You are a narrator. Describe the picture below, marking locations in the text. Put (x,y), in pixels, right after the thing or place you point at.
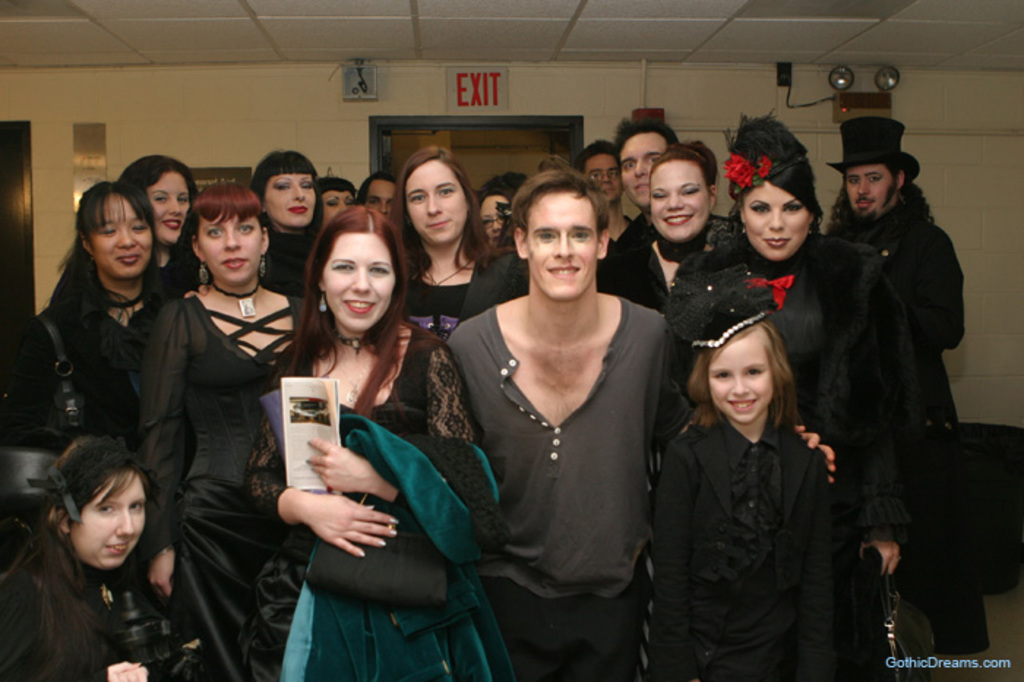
In this picture I can see group of people (720,542). I can see few persons (319,648) holding some objects (328,624). There are boards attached to the wall (757,92). There are lights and some other objects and there is a watermark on the image.
